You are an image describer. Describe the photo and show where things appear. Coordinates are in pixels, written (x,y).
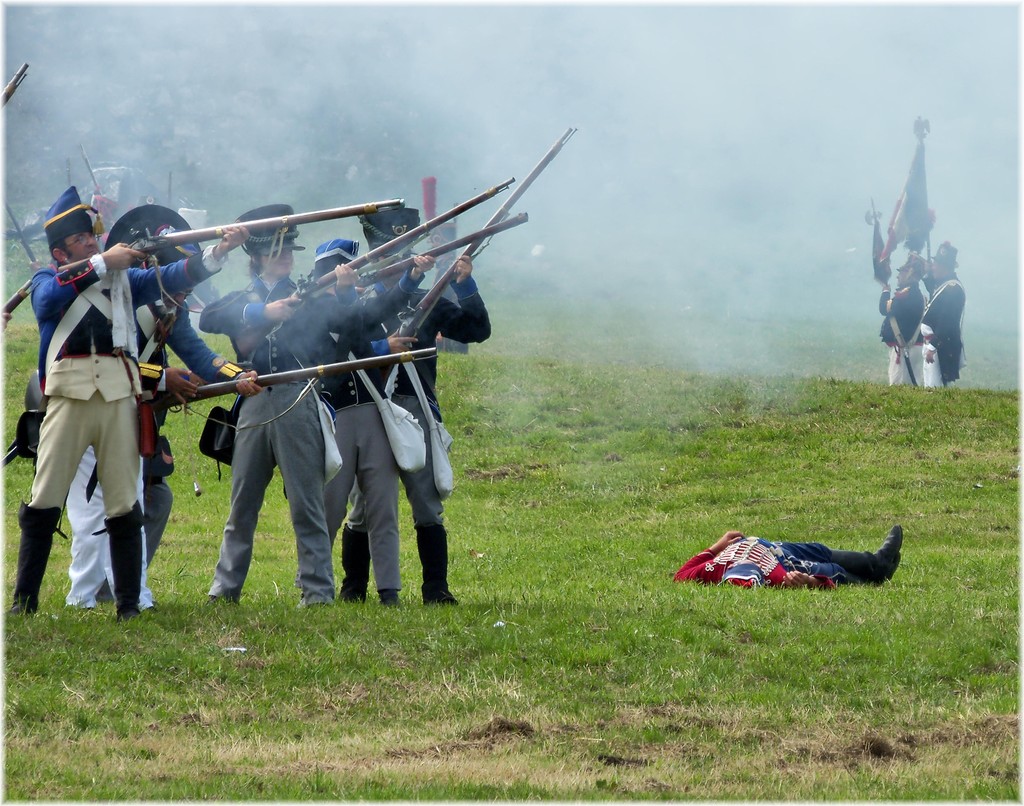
In this image there are group of persons (922,332) standing. In the center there is a man (757,563) laying on the ground (362,661). There is grass (478,657) on the ground (525,659). In the background (241,103) there is fog (647,119). In the front (269,304) on the left side (311,364) there are persons (56,320) standing and holding guns (434,293).
